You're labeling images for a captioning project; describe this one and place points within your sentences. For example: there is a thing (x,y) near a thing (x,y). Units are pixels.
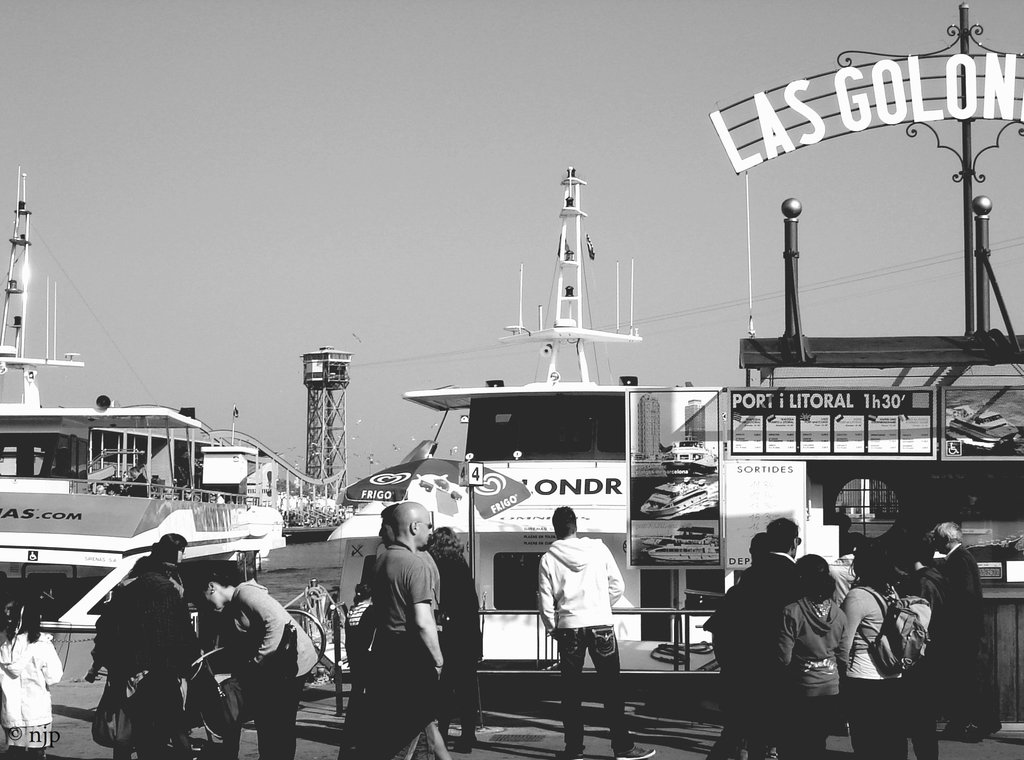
This is a black and white image of group of people (552,621) standing on the ground (519,724). We can also see some boards (708,522) with pictures (645,408) and text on them, poles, an outdoor umbrella (465,508), the metal frame (336,466), some wires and the sky (374,137).
